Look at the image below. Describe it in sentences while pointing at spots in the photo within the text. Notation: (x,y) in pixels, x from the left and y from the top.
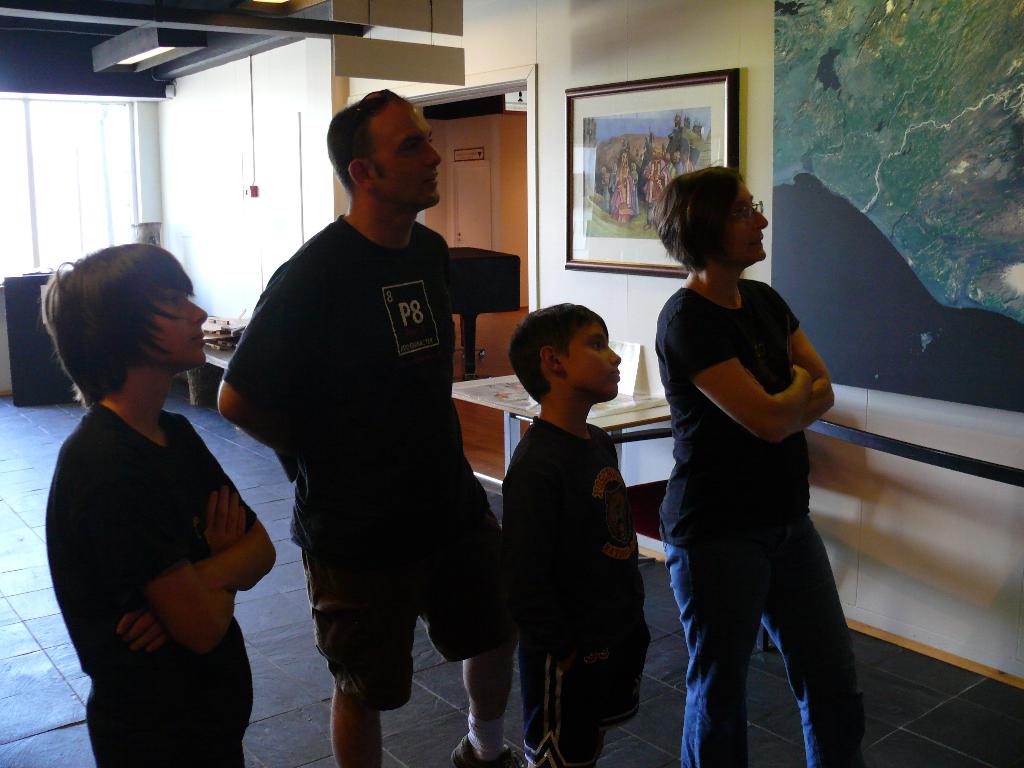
This picture is clicked inside. In the foreground (168,542) we can see the group of persons (229,374) wearing t-shirts (467,524) and standing on the ground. On the right (693,99) we can see the picture frame (706,97) hanging on the wall (721,66) and we can see the poster (855,199) hanging on the wall (757,48). At the top (154,45) there is a roof (166,15) and we can see the light (148,58). In the background (105,134) there is a wall (192,126), door (492,175) and some other objects (633,379).
